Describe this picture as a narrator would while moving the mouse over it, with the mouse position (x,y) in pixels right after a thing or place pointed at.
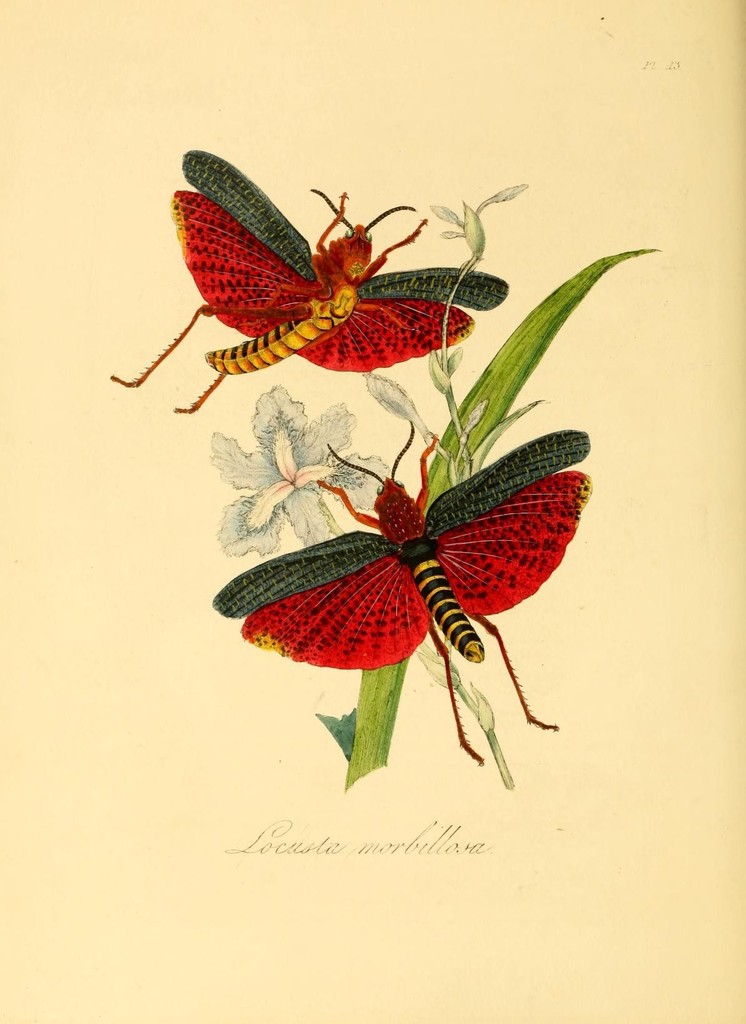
In this picture, we see an art (370,591) of grasshopper (366,570) or an insect (366,607) which are sitting on the plant (334,518). In the background (275,694), it is cream in color. This might be a paper (432,795).
